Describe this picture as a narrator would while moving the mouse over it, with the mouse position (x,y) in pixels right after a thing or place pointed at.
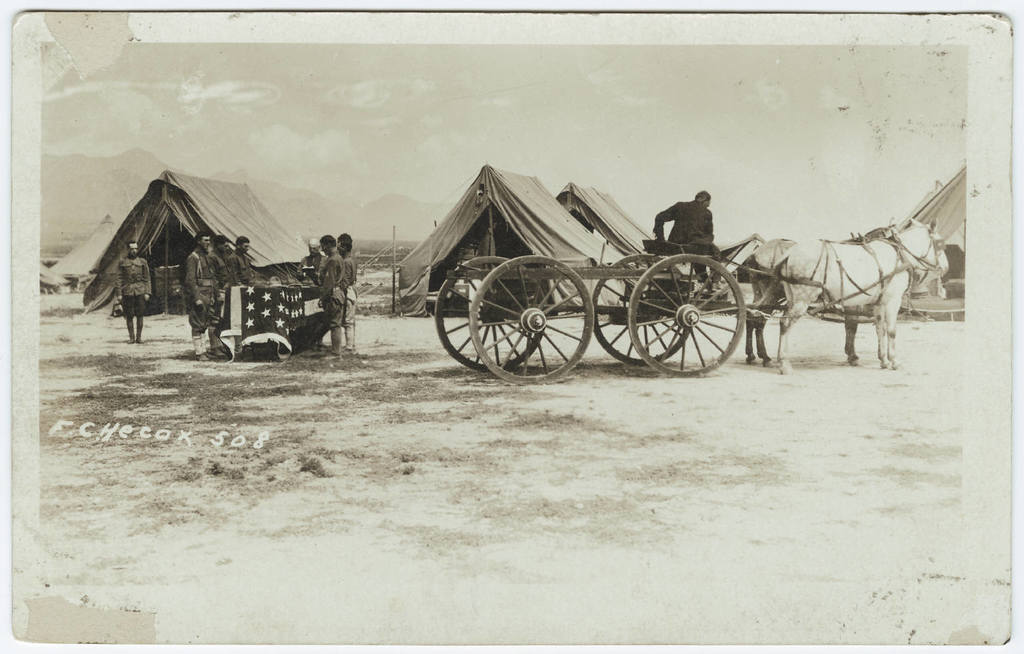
It is an old black and white image. In the left side (323,240) there are people (346,297) standing. In the right side (717,298) it is a horse cart (684,255). In the middle (564,253) there are tents (540,252).
